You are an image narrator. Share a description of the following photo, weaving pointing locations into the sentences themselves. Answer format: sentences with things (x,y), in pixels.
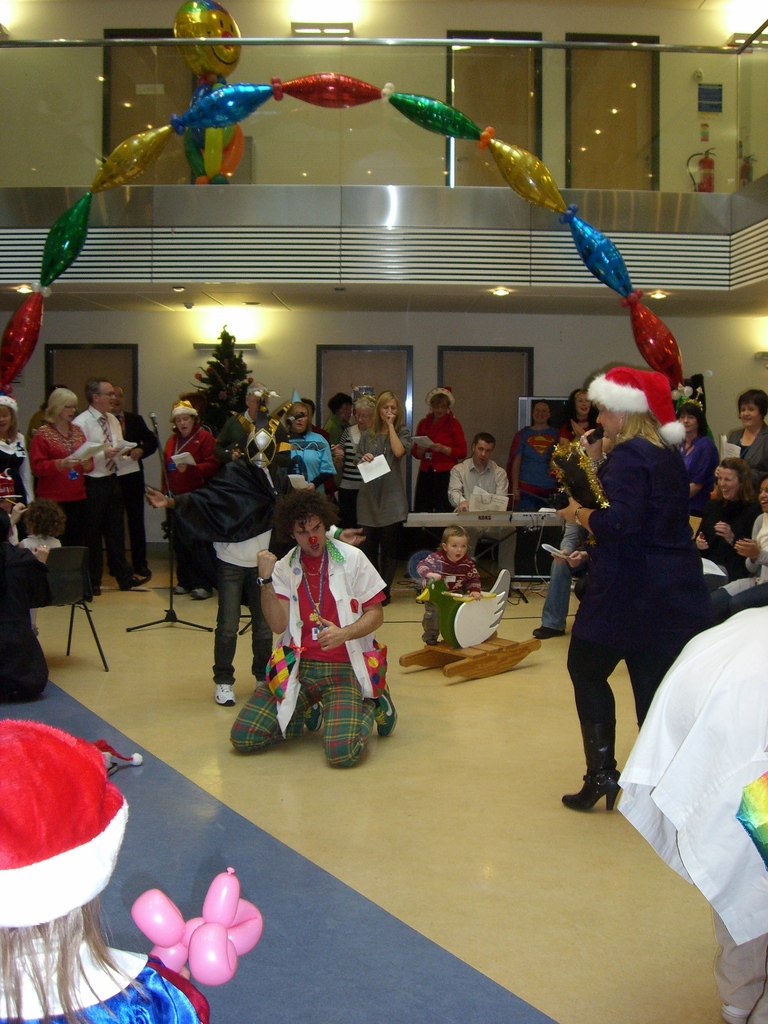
In this image we can see a few people (215,501), some of them are sitting and some of them are standing and there are a few balloons (213,909), doors (489,81), cream color walls (333,135), lights (305,29) and a tree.
